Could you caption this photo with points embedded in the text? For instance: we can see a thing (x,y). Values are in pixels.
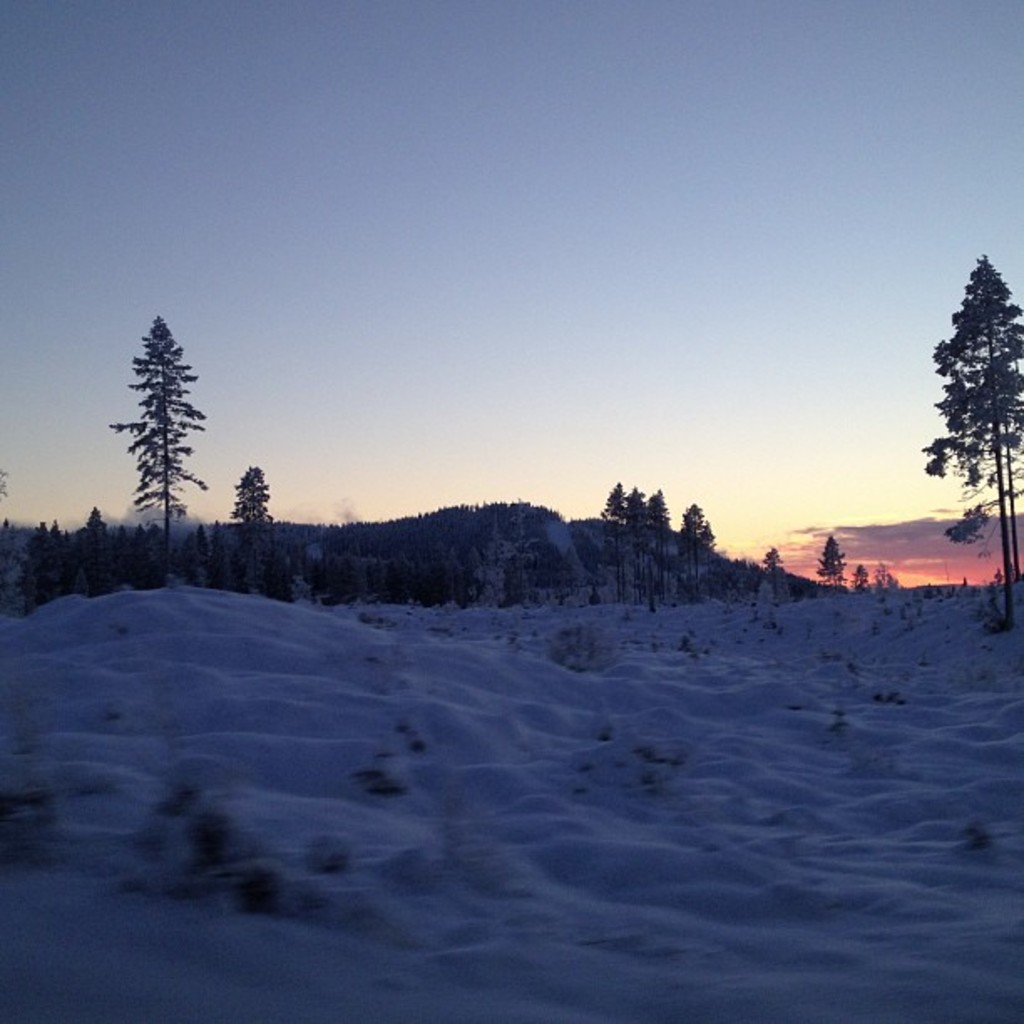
Here we can see a sunset picture with a beautiful scenery. There are trees (258,508). There is snow (416,623) everywhere.
